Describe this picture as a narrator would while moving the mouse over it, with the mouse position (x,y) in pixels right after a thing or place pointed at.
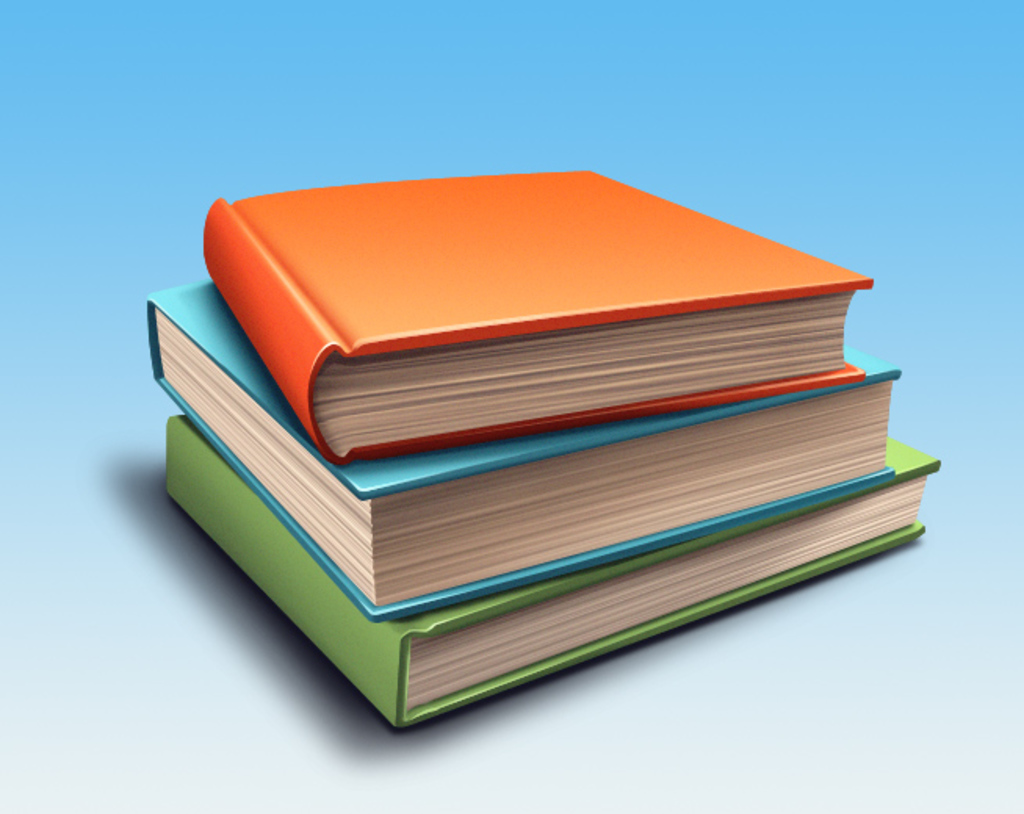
In this picture we can see three books (240,530) and in the background (253,132) we can see blue color.
